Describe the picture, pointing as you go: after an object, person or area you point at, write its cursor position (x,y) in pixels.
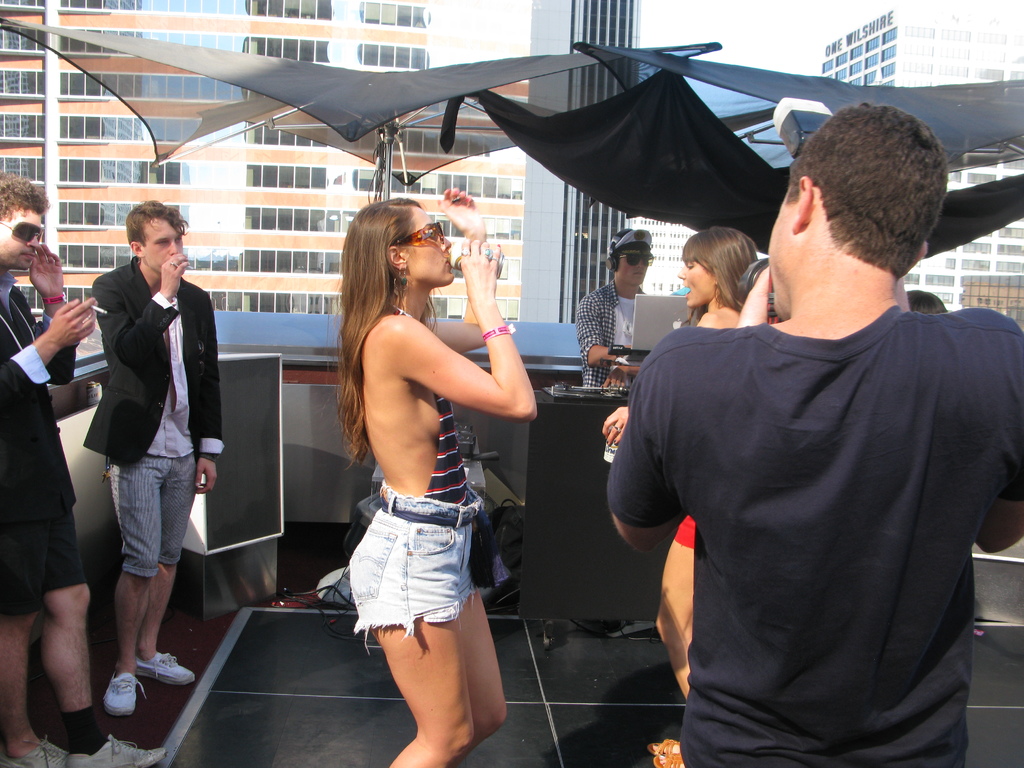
In this image in the middle (424,375), there is a woman (398,444), she wears shorts (410,537), she is drinking, her hair (369,311) is long. On the right (881,484) there is a man (831,431), he wears a black t shirt (818,511), he is holding a camera (760,283), in front of him there is a woman (724,309). On the left (208,486) there are two men (135,494). In the background (625,276) there is a man (609,305), laptop (650,301), table (582,406), tents (769,205), poles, buildings (861,70) and glass (888,67).
